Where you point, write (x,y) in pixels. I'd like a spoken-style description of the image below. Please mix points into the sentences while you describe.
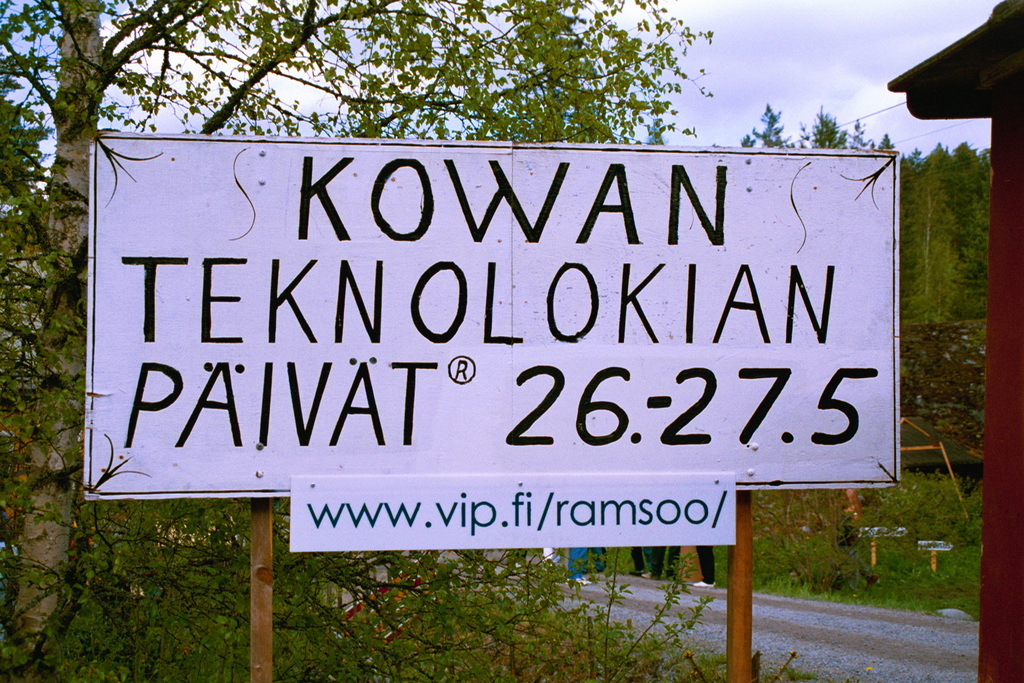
In this image we can see a board (156,460) with some text (473,493) and there are some plants (130,643) and trees (60,207) and in the background (573,551), we can see a few people (705,574) are standing. At the top (700,24) we can see the sky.
